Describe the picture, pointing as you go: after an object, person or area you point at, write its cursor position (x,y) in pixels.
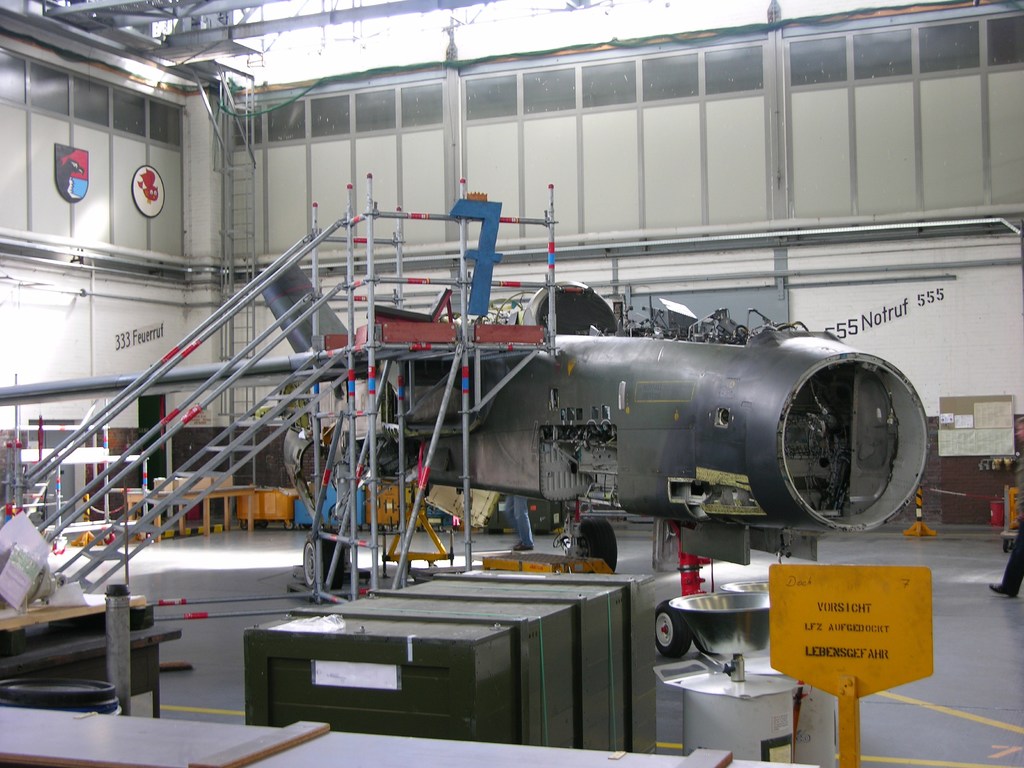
In this picture I can see the construction of an aircraft (321,319), there is a staircase (288,334), there are ladders (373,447), green crates (432,650), tables (102,606) and some other objects (115,617).
